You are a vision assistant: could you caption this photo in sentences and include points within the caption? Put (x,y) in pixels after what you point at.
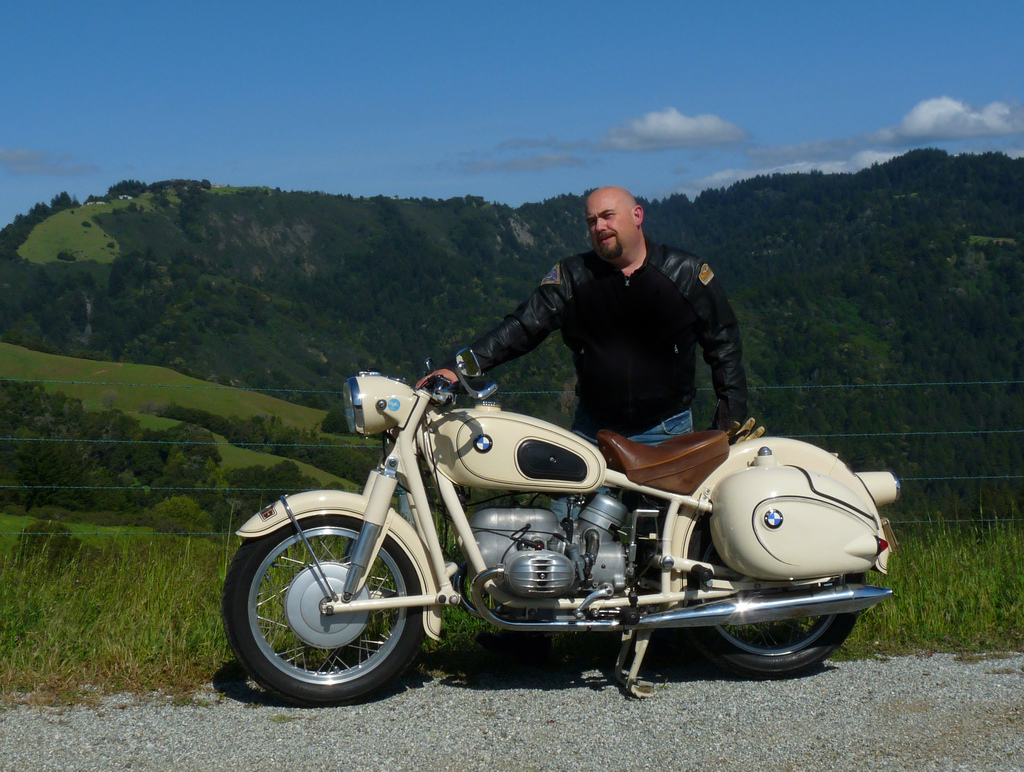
In this image we can see a person (657,381) wearing black color jacket (645,393), blue color jeans (673,421) standing behind the motorcycle (598,482) which is cream in color and in the background of the image (356,365) there are some mountains (340,385), trees (326,418) and clear sky (367,107).
